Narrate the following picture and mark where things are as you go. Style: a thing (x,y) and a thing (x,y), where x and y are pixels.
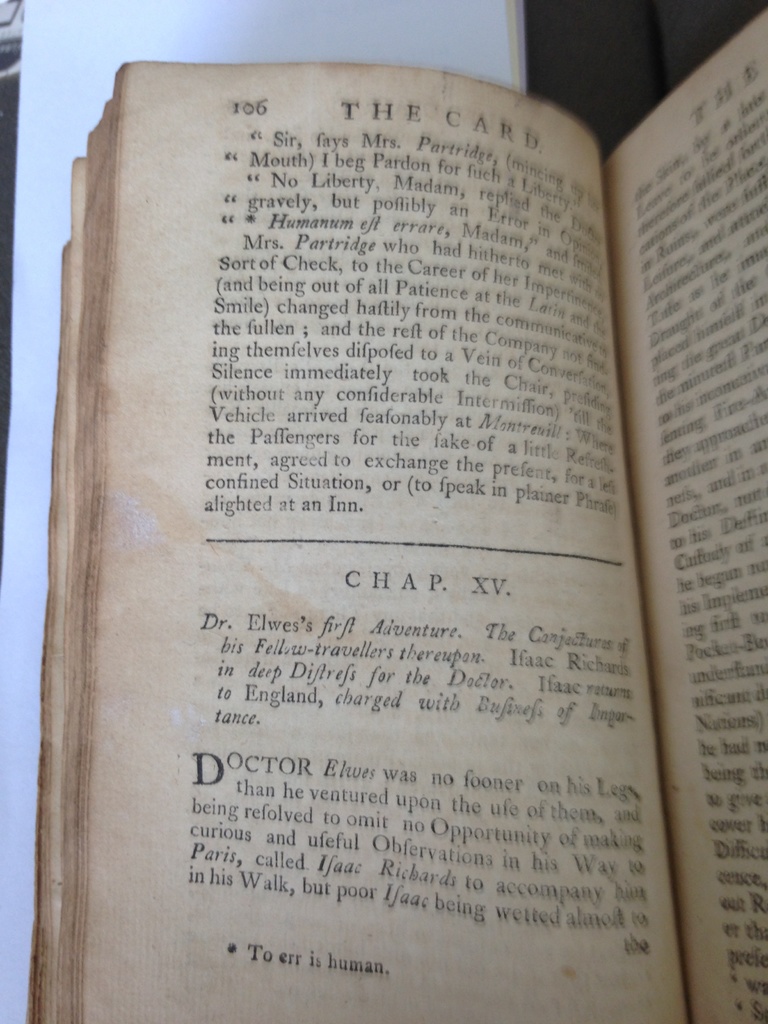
There is a book (236,383) with pages (370,541). On that something is written.
